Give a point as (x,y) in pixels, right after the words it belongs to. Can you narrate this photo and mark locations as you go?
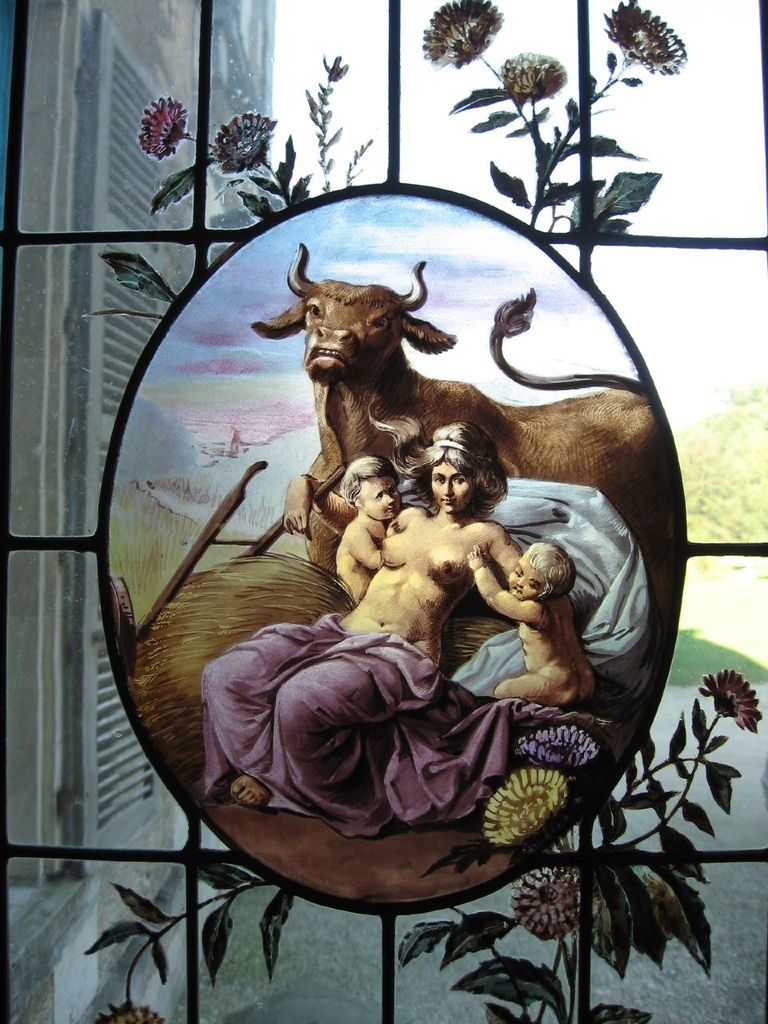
In the middle of the picture (357,483), we see a photo frame (318,600) of a woman (440,644), two children (363,512) and a cow (370,441). Behind that, we see a glass window (99,312) from which we can see the window blind (127,774), building (168,19), grass (678,660), trees (722,447) and the sky (717,392).
